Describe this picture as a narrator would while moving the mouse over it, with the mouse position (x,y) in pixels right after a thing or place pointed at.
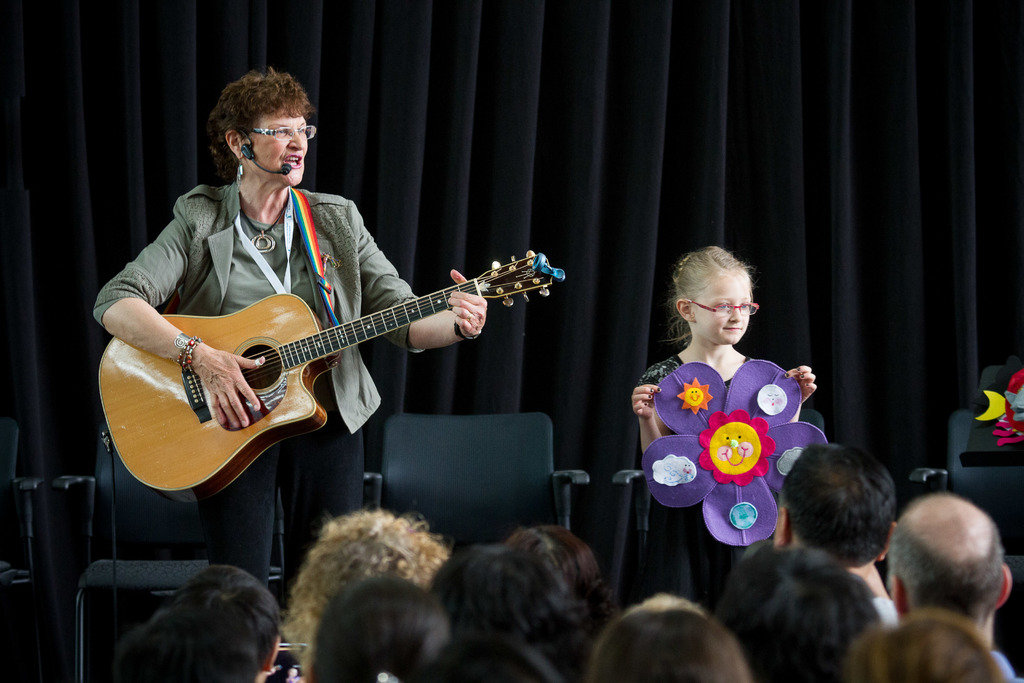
This woman (275,148) is standing and plays a guitar (270,351). This girl (692,358) is standing and holds a craft (776,441). This are chairs (170,504) in black color. This is a black curtain (472,127). This are audience (906,590). This woman (314,527) wore spectacles (264,130) and mic (279,169).
